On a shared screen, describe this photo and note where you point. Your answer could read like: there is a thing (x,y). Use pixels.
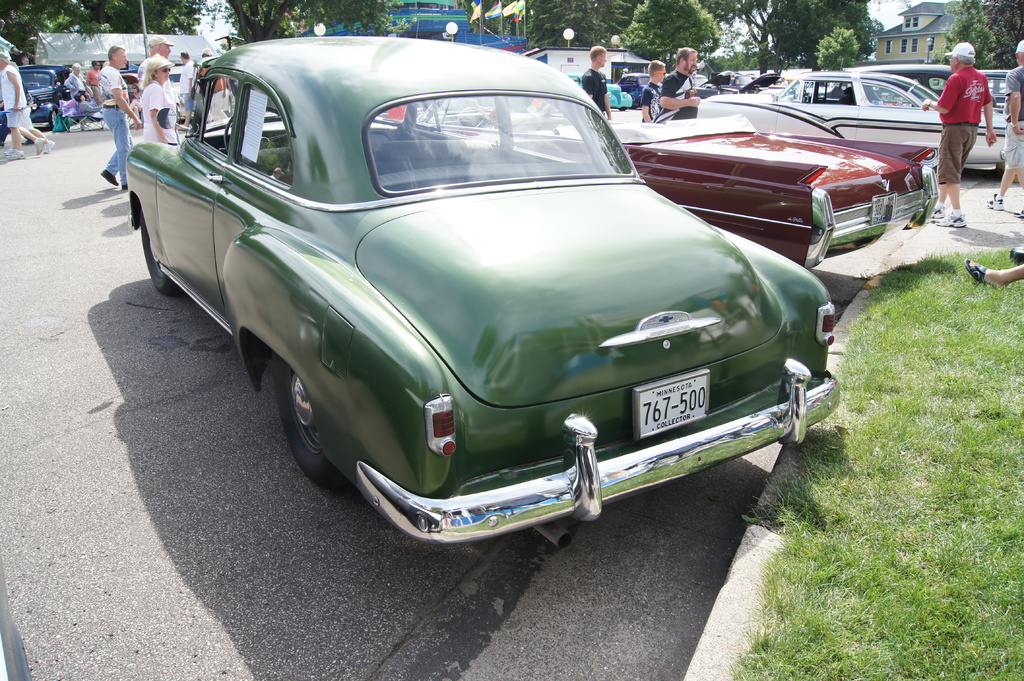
In this image, we can see persons (596,89) and cars (399,141). There is a grass (950,338) on the ground (932,535). There are some trees (663,20) and lights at the top of the image (585,36). There is a shelter house (895,46) in the top right of the image (935,26).
